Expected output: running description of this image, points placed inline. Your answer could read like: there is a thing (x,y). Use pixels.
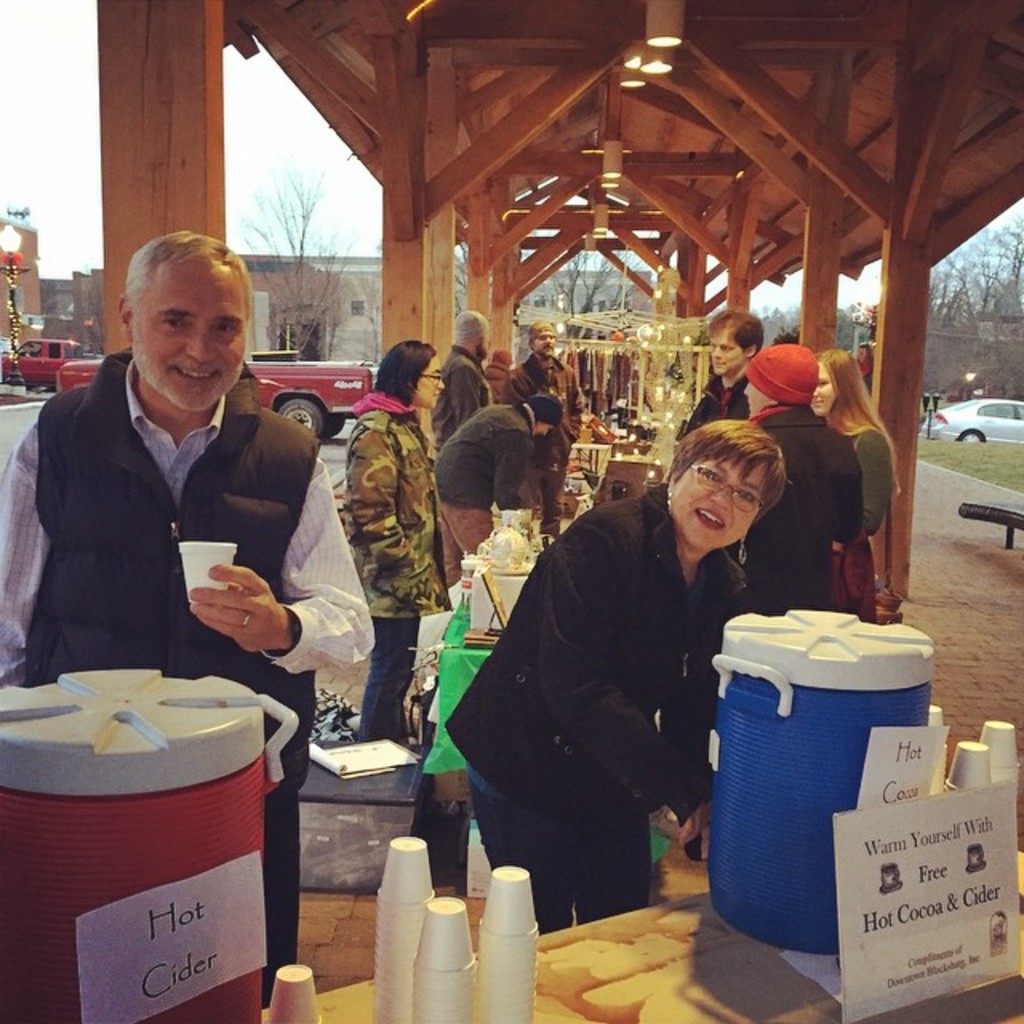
In this picture there are group of people (29,499) those who are purchasing the ornaments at the center of the image (540,407) and some are standing near drink point (262,693), there are some glasses (390,1002) which are placed on the table (343,995) at the center of the image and there are lamps (655,28) above the area of the image, there are trees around the area of the image and buildings (47,288), there are cars (964,402) around the area, it seems to be a market place (164,164).
